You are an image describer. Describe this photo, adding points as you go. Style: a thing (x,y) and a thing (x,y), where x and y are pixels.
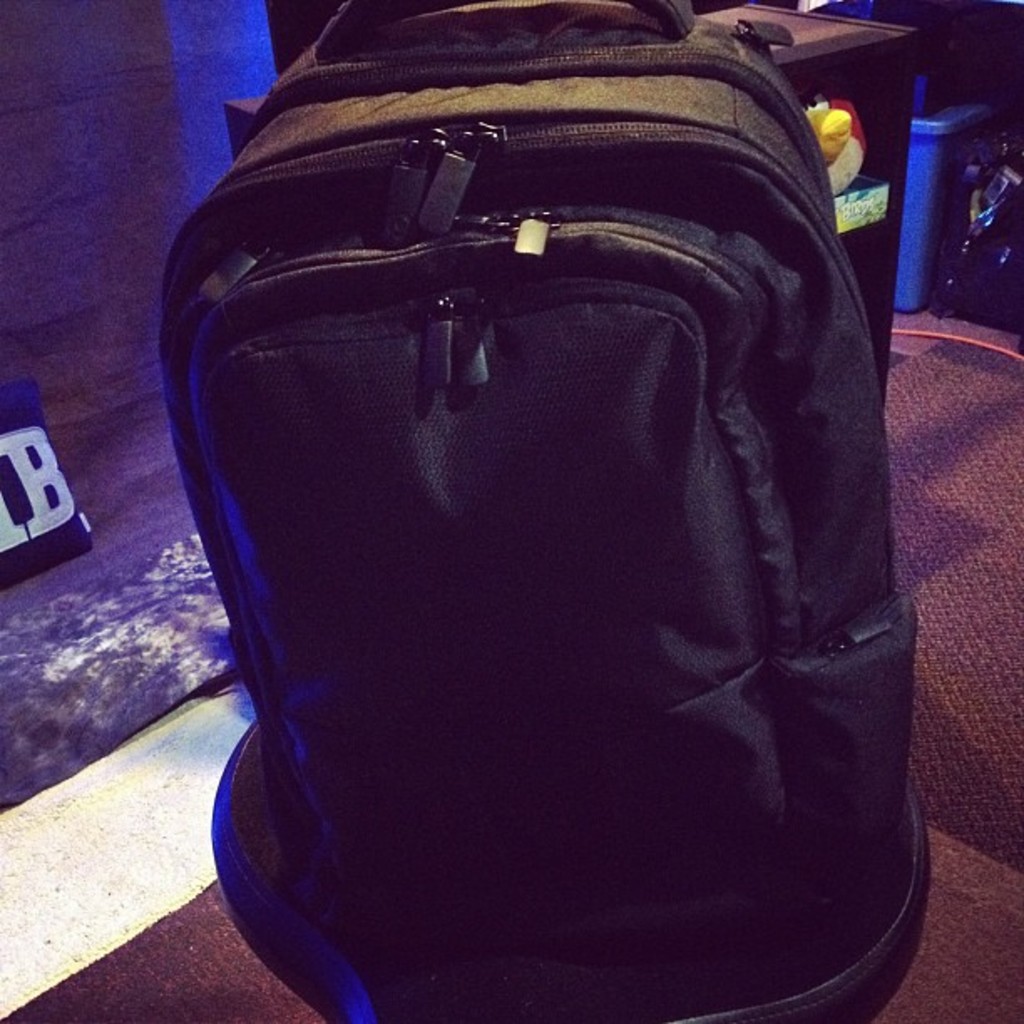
There is a bag (803,629) on a seat (438,1000).
